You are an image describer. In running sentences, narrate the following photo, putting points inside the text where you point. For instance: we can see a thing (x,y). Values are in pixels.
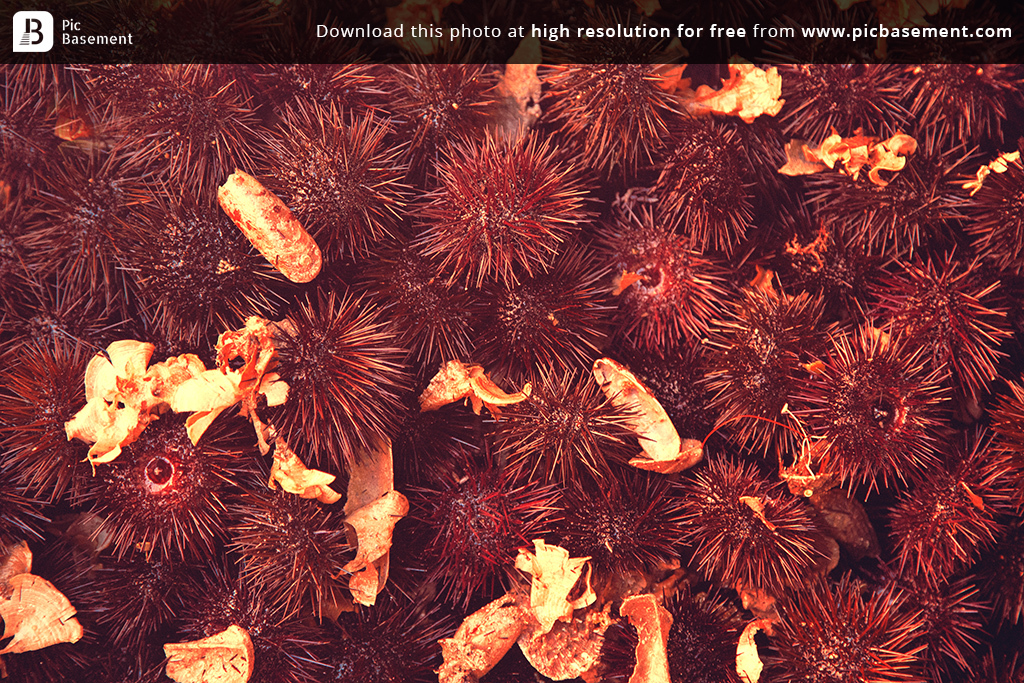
In this image we can see sea urchins (487,589). Top of the image (32,32) watermark (607,21) is present.
